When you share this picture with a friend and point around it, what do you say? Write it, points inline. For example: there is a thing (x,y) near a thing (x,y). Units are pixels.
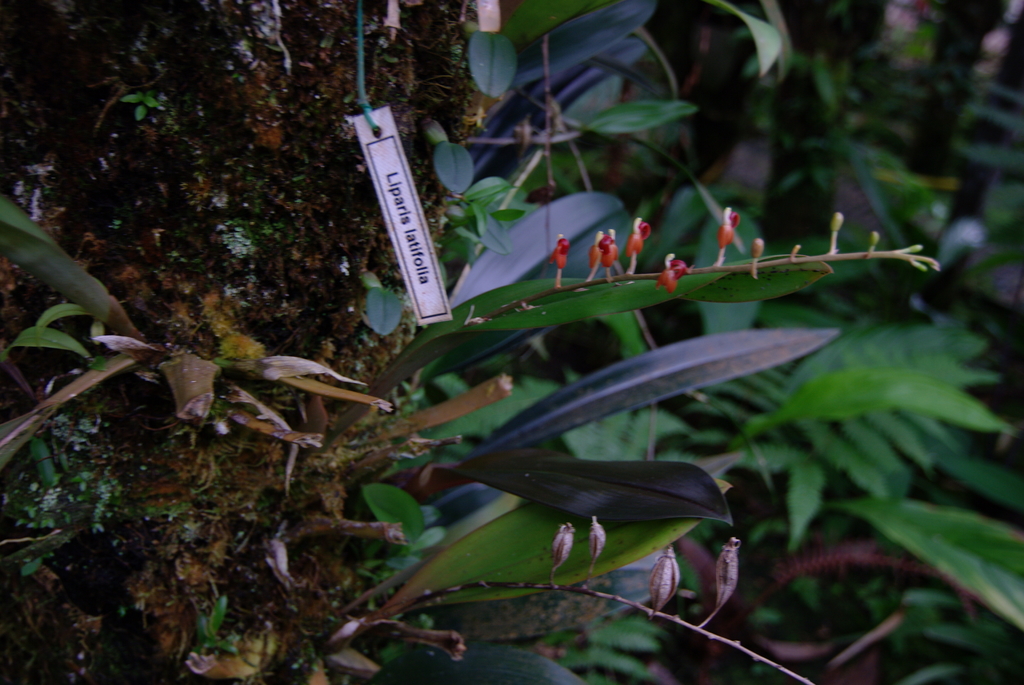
In this image we can see plants (326,368). To this plant (472,313) there are buds (677,277). Here we can see a tag (433,262).
